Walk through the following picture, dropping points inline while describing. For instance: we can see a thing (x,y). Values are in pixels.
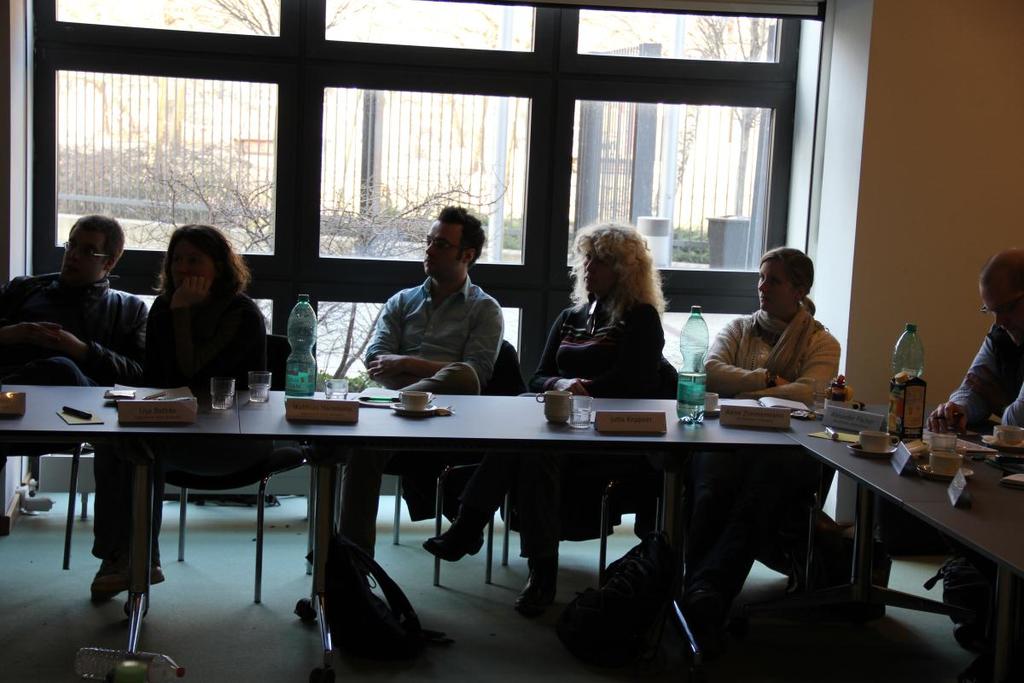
In this picture we can see some people (998,391) sitting around table (216,392) on which there are some name plates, bottles (301,391) and glasses (267,389).
